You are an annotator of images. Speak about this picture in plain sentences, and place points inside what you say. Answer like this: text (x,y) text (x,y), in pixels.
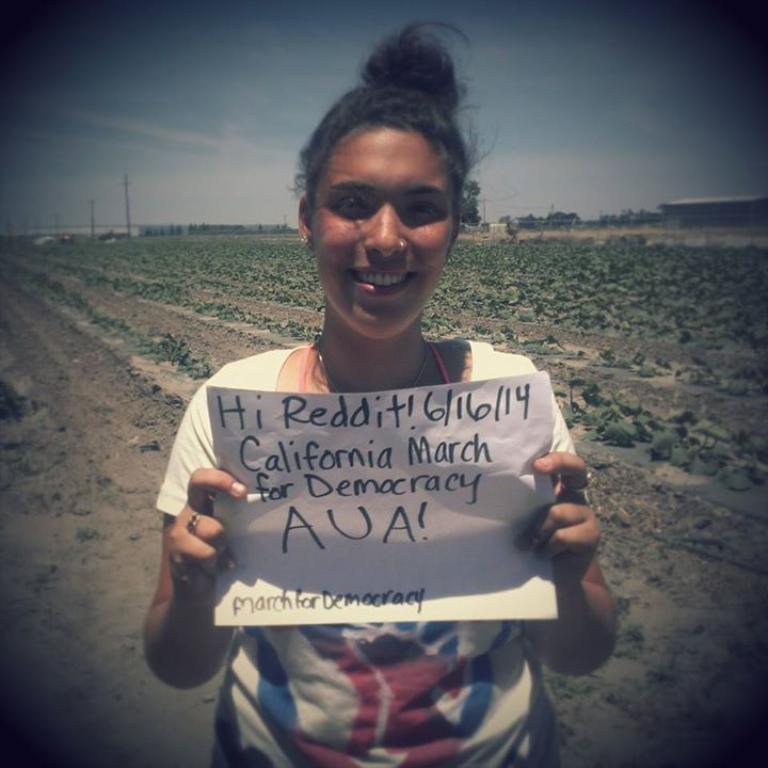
In the image there is a girl (327,260) smiling. And she is holding a paper (339,527) with something written on it. Behind her on the ground (170,306) there are small plants (699,285). In the background (177,231) there are trees (156,226), poles (126,182) and a building (722,208). At the top of the image (517,56) there is sky (326,45).
